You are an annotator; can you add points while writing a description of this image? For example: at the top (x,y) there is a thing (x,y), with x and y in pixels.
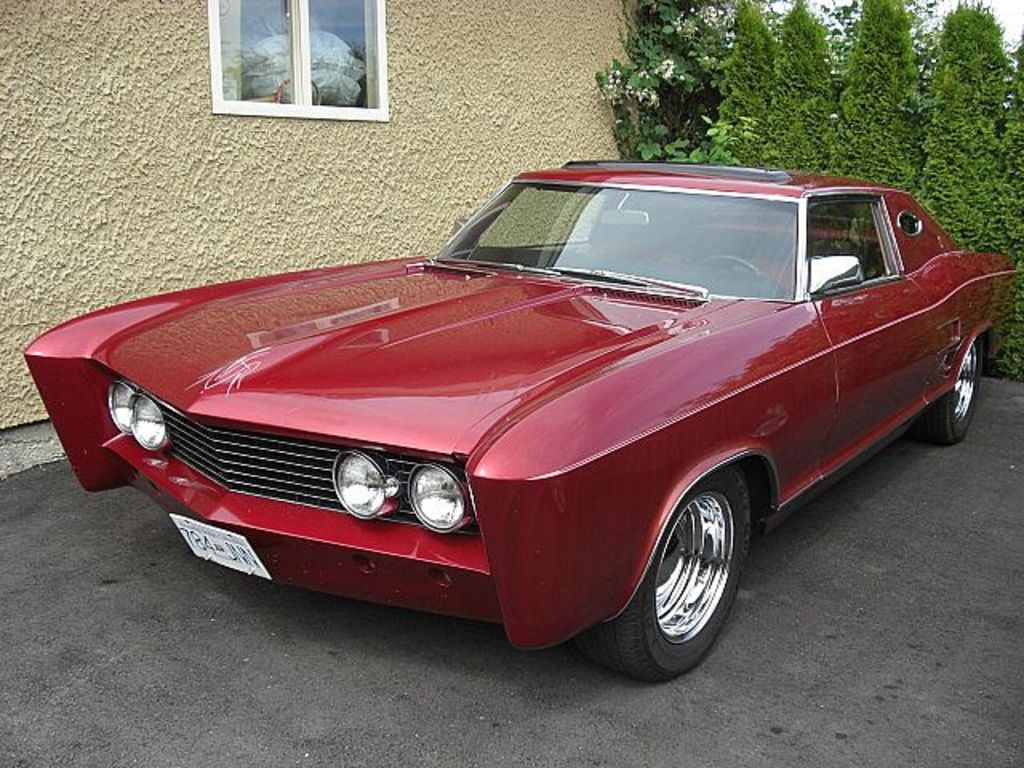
In this image, we can see a car (535,246) in front of the wall (175,229). There is a window (353,48) at the top of the image (335,14). There are some trees (795,94) in the top right of the image (772,125).
